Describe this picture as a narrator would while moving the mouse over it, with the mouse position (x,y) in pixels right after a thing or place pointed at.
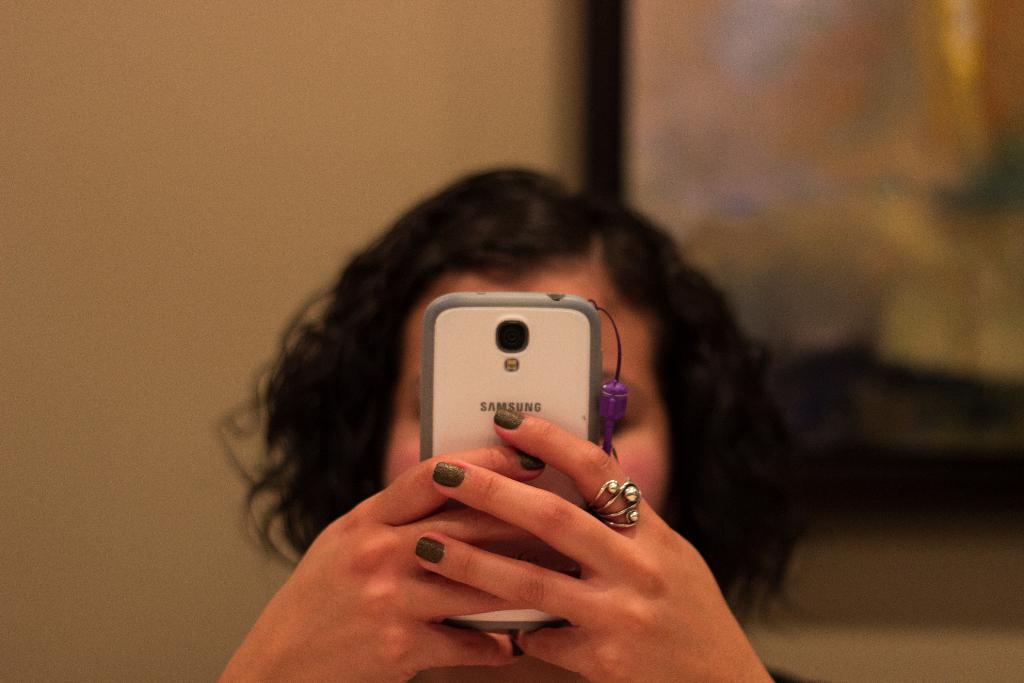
In the middle of this image (639,264), there is a woman (683,360) having a ring (591,505) on her finger (593,466) and holding a mobile (467,304) with both hands (529,508). And the background (180,348) is blurred.
